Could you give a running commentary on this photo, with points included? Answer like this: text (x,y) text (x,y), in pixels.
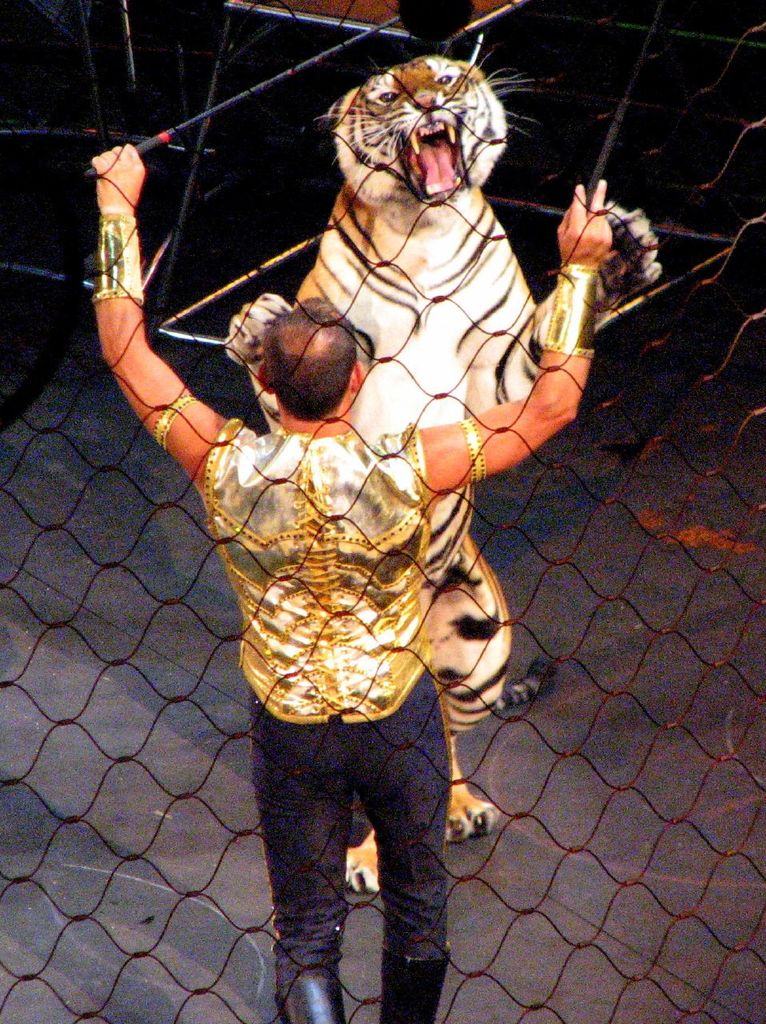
In this image, there is a black color fence (512,791), there is a man (331,670) standing, there is a tiger (462,363) standing and raising its paws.
